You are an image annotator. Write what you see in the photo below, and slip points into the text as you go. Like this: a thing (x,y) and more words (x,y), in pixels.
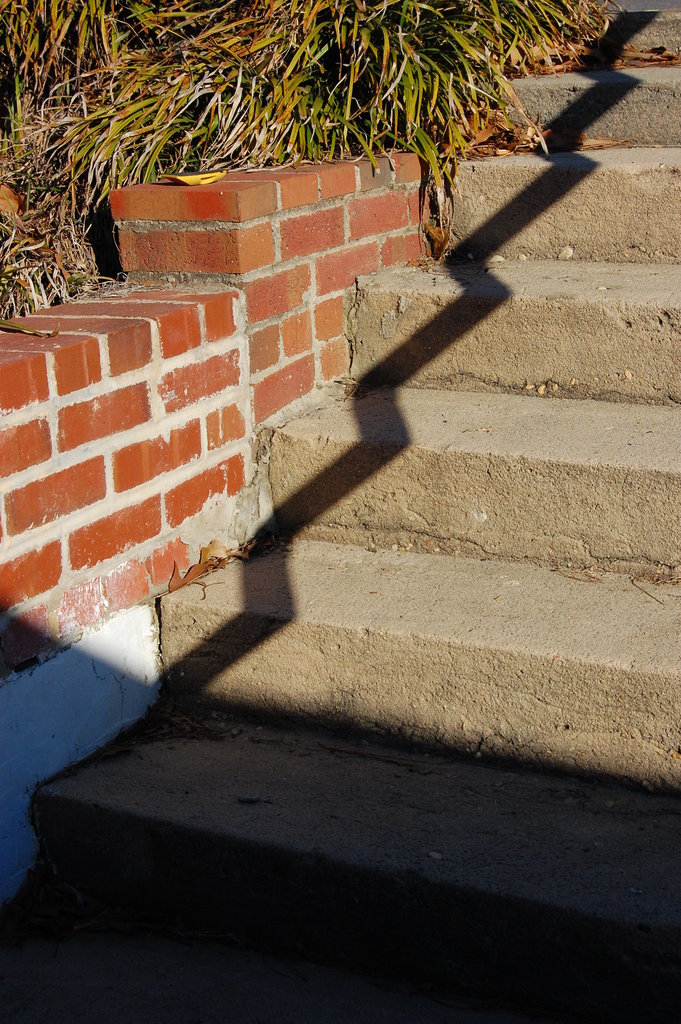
In this picture we can see concrete stairs (540,500). On the left (69,586) there is a brick wall (173,487). On the top (272,15) we can see grass (249,24).
